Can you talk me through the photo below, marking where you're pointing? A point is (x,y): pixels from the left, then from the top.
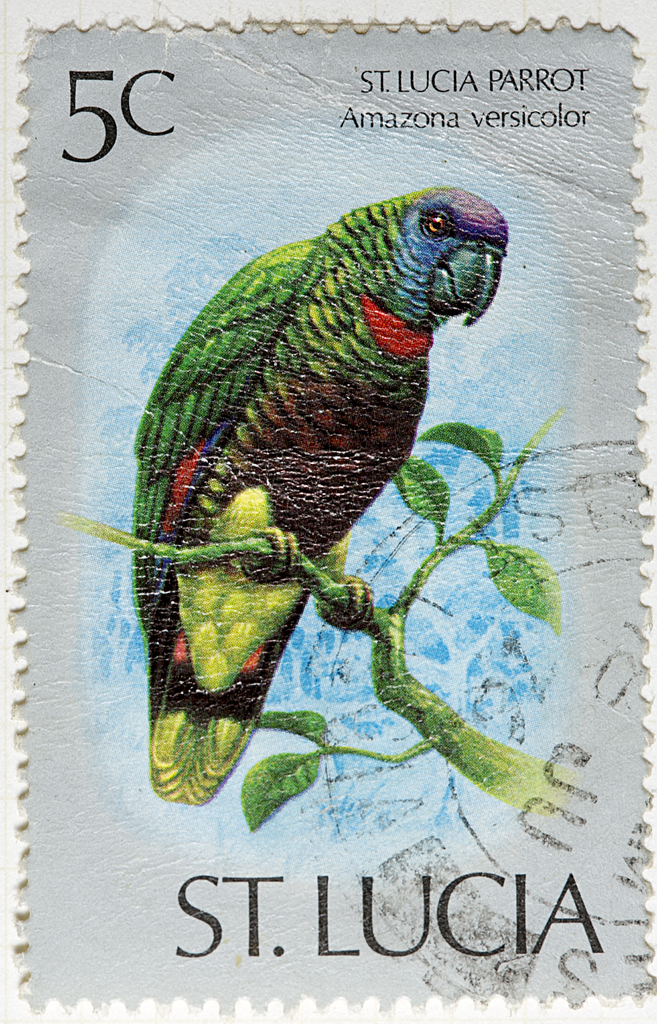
It is a stamp (367,287). In this image there is a depiction of a parrot (294,368) standing on the branch (412,713) of a tree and there is some text (469,951) on the image.
